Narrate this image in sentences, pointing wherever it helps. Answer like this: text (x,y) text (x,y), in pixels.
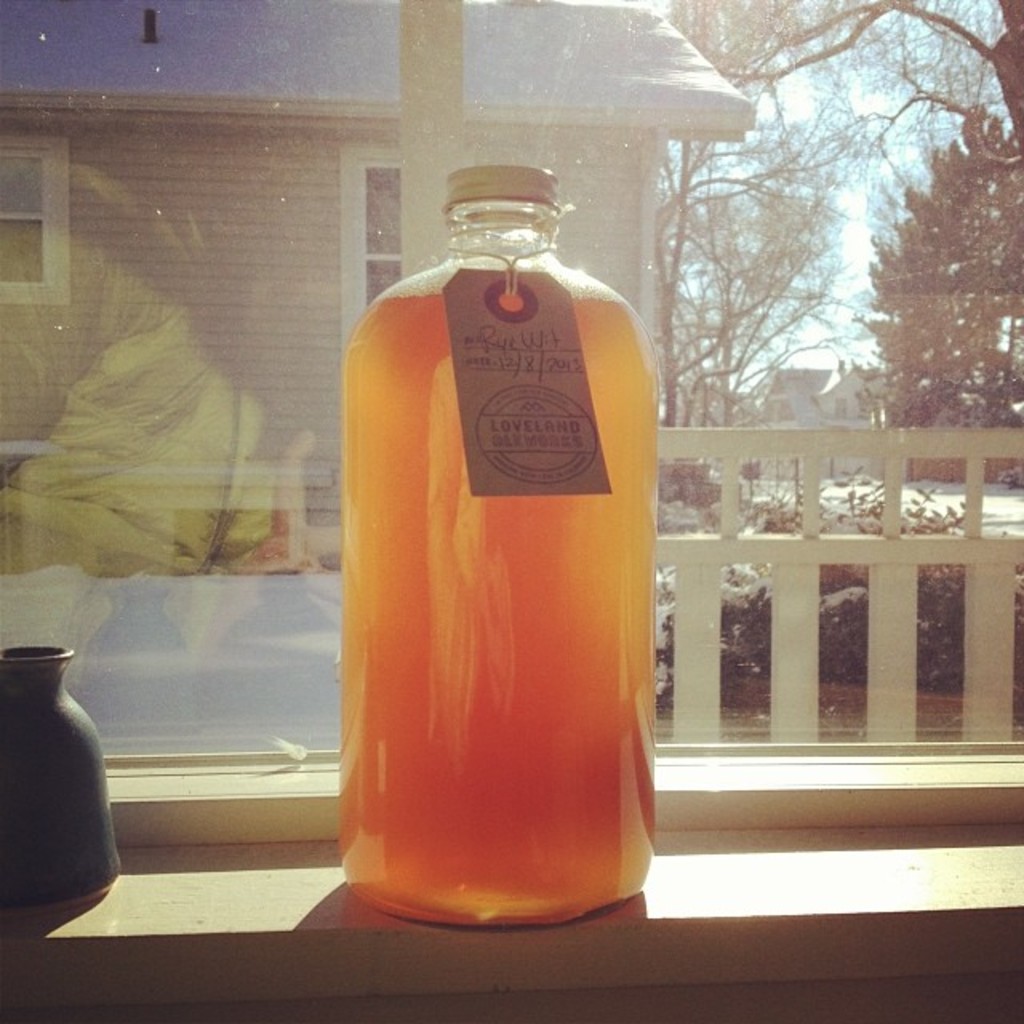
In this image we can see a bottle (505,617) of drink (562,508) and a transparent glass (712,472), from the transparent glass (767,446) we can see a house (399,188), on right side of the picture (955,242) we can see some trees (934,216) and a wooden fence (950,540).
